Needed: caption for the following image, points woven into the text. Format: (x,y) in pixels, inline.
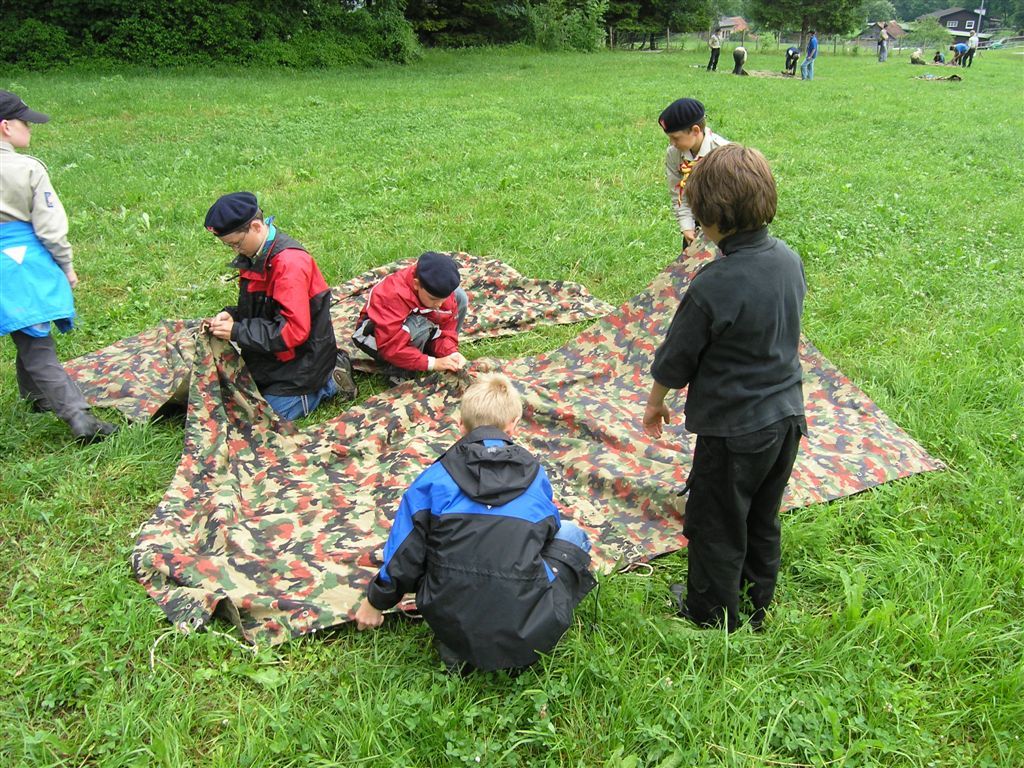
In this image, there are groups of people (697,112) and a cloth (634,382) on the grass (822,269). In the background (332,17), there are trees (932,31) and houses (740,26).
